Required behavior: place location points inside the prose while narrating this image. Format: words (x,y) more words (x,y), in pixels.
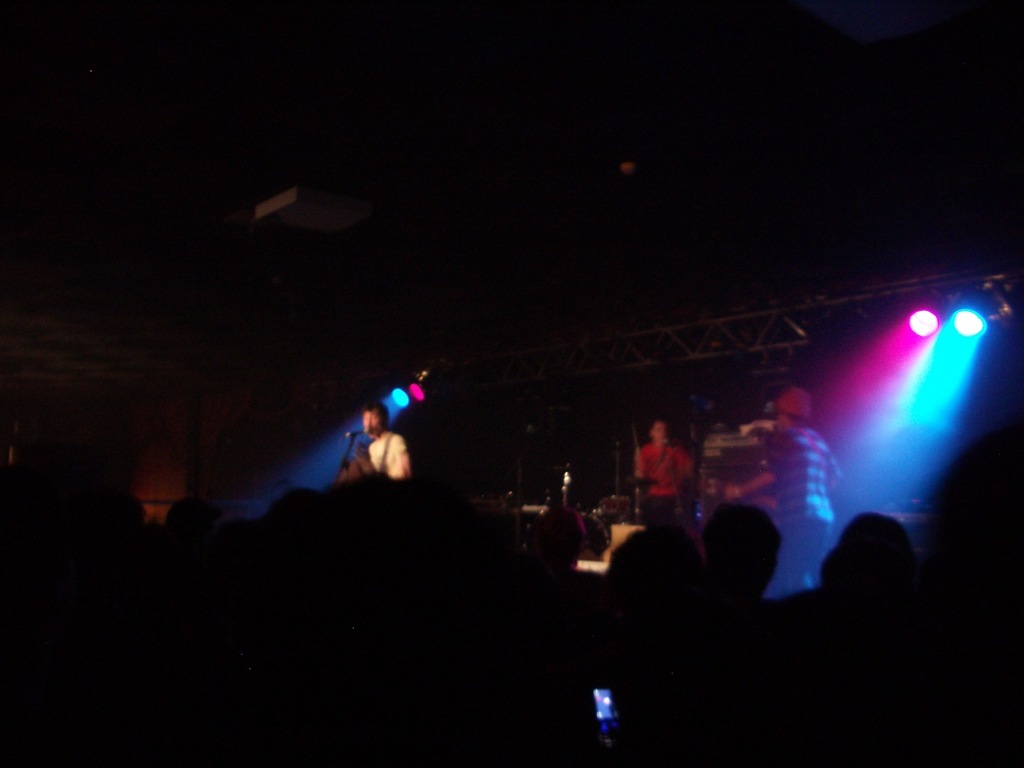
In this image I can see in the middle (387,444) it looks like a person (394,459) is singing in the microphone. There are focus lights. On the right side (819,509) there are people (772,506).
